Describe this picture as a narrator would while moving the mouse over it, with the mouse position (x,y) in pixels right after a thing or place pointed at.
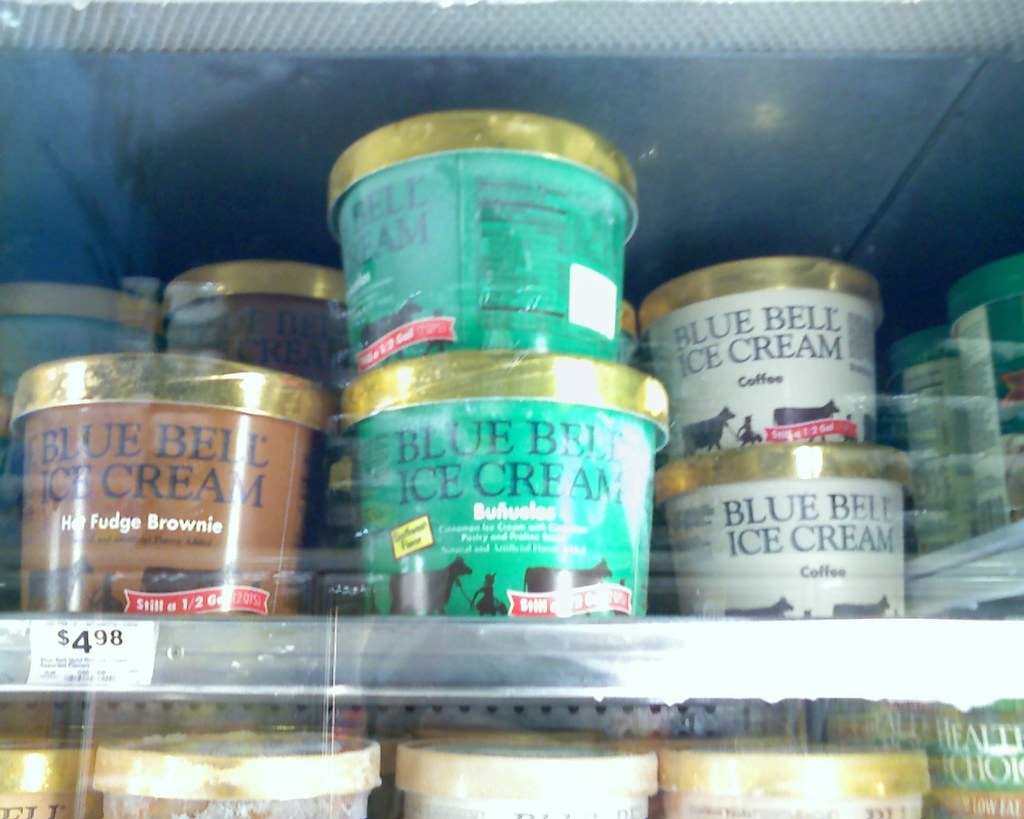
In this image I can see few boxes (163,391) are arranged in the racks (157,686). On the boxes (440,474), I can see some text (210,478).
